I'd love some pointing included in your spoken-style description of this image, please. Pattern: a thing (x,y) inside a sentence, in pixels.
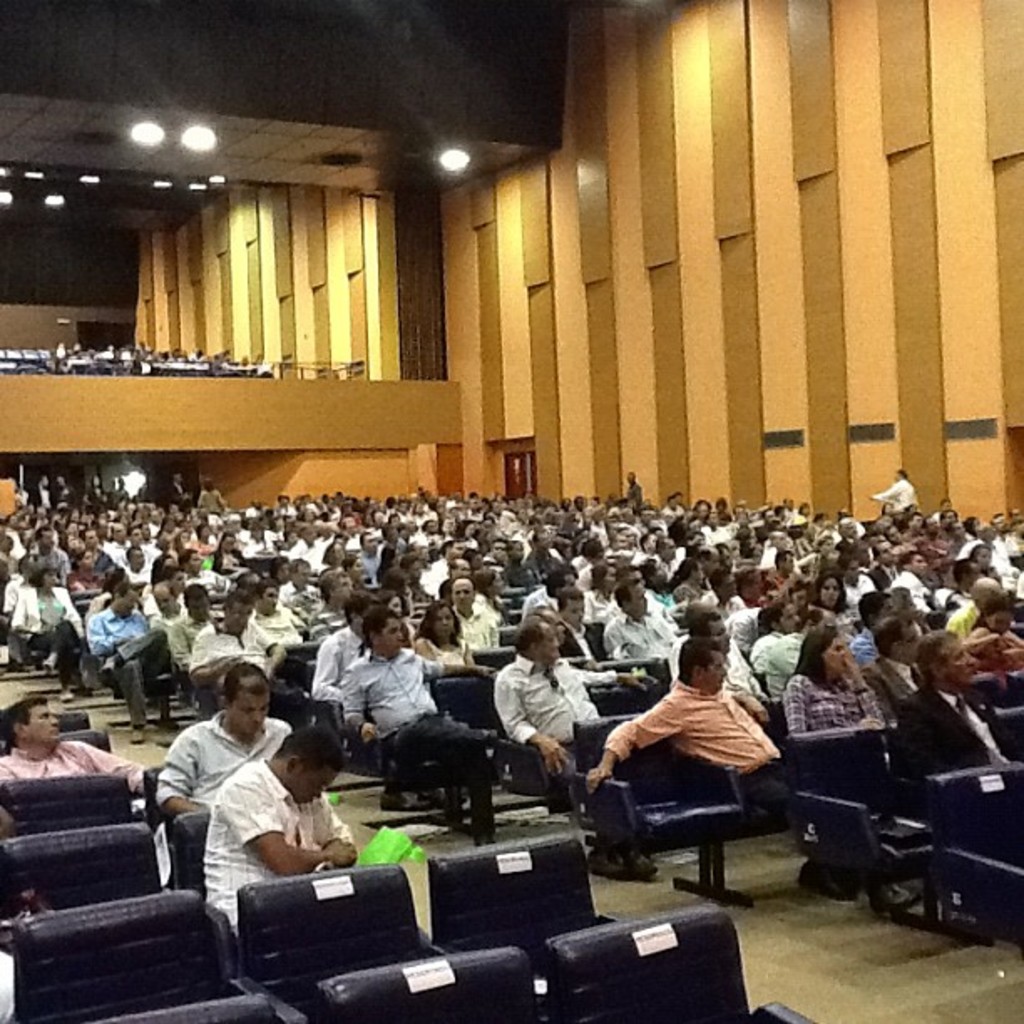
In this picture we can see chairs (474,941), lights (50,195), floor (966,982), objects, door (1022,444) and the people (971,601). We can see people (962,589) are sitting on the chairs (633,943). We can see stickers (645,940) on few chairs (461,941).
